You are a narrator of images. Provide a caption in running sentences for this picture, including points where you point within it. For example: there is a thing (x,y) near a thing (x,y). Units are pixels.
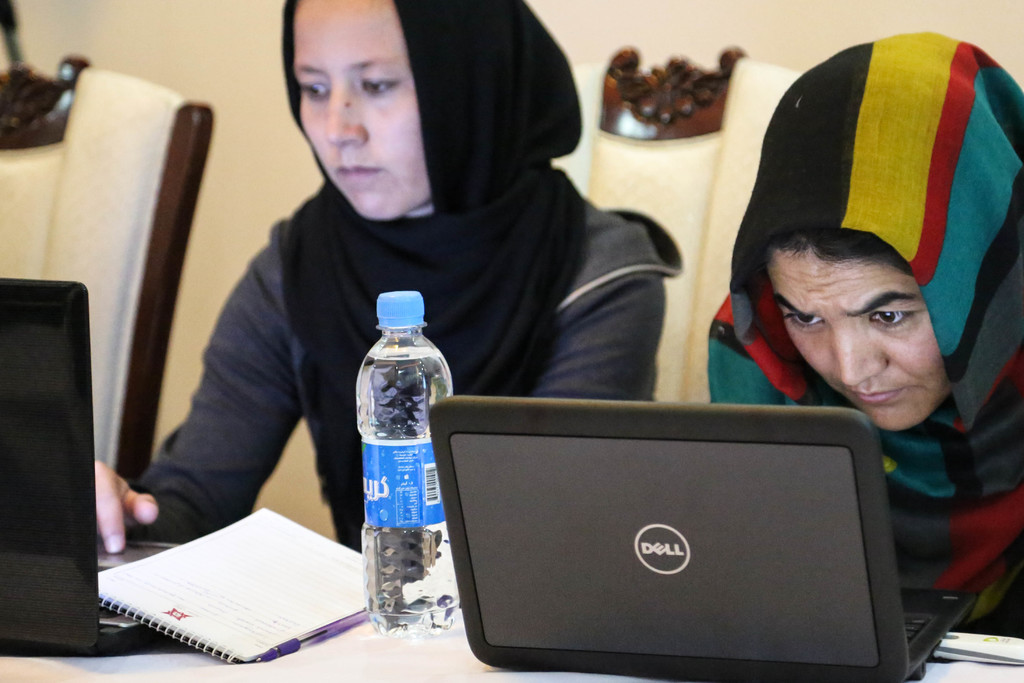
Here the two women (948,473) are sitting and observing into the laptop (734,411) wearing hijabs (528,234) there is a water bottle (432,353) on the table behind of them there is a wall (623,43).
